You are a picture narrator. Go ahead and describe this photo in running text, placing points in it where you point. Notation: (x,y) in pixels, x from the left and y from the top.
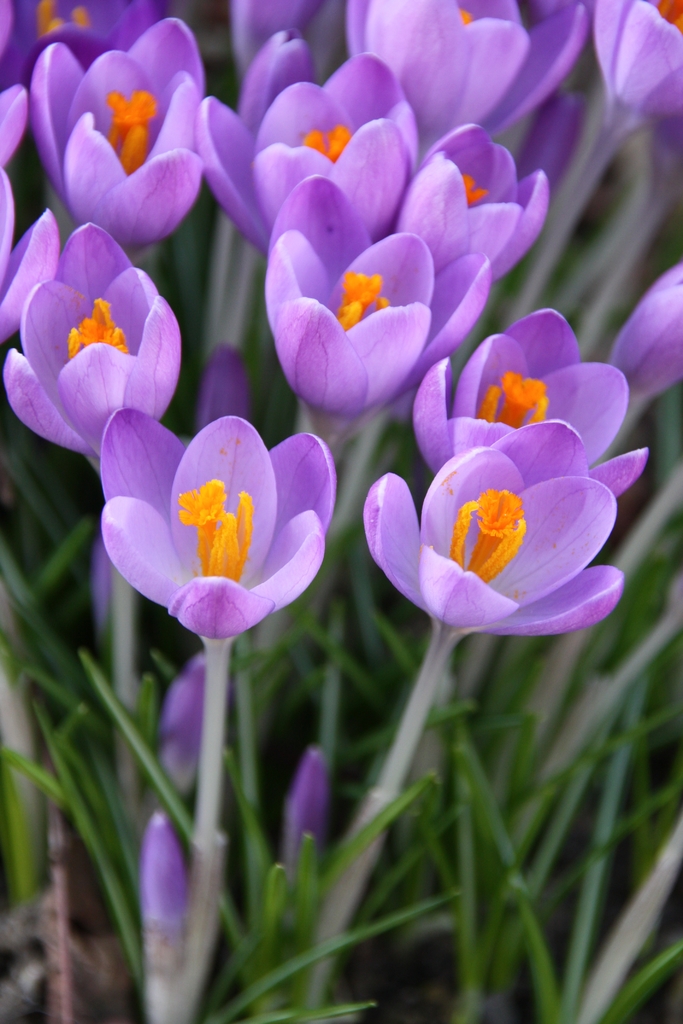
In this image we can see flowers (291,367) to the plants (274,383).
